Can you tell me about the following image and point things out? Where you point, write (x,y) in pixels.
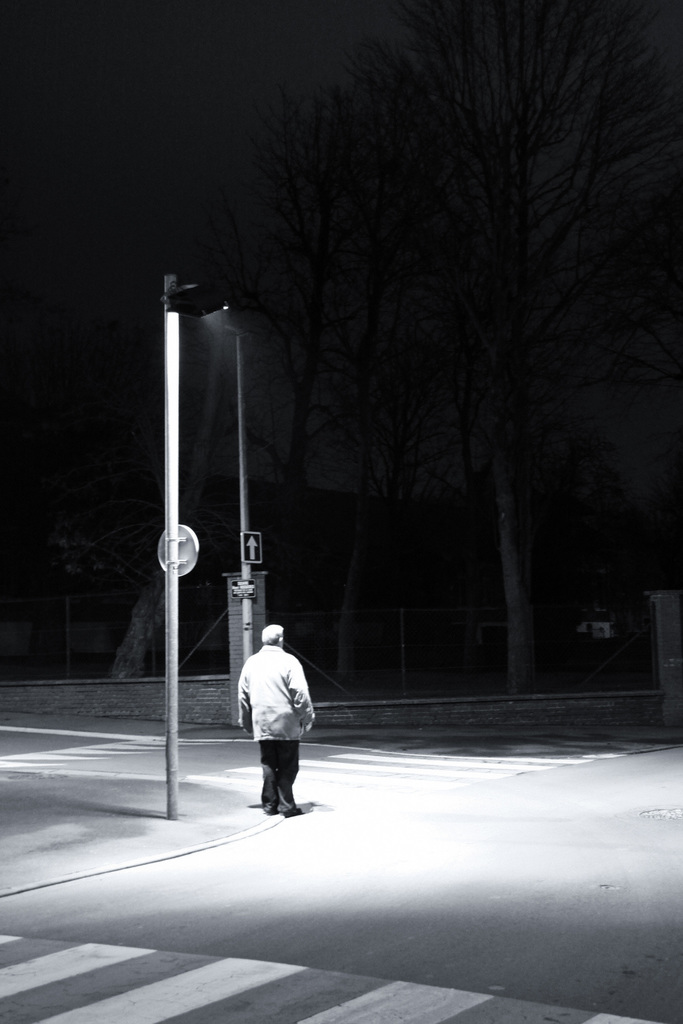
In this image we can see a man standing on the side of the road (371,797). Here we can see the zebra crossings (336,766) on the road (93,760). Here we can see the light pole (175,447) on both sides of the road (388,795). In the background (421,238), we can see the trees (421,238).
